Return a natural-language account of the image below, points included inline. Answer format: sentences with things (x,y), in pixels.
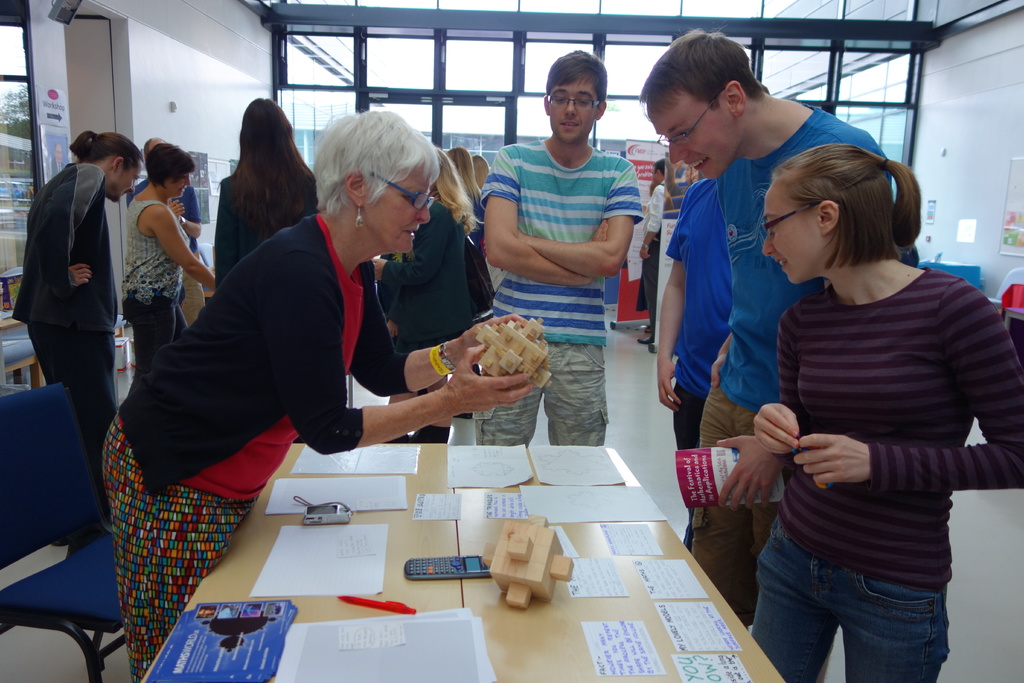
There are many people (580,242) standing. In front of picture there is a table (552,596). On the table (557,613) there are many papers (519,496), labels (607,637), calculator (489,574), pen (375,607), posters (233,632). To the left (237,352) there is a women (235,365) with black jacket (238,331) she is standing and holding wood (511,341) in her hand (508,382). And in the background (480,79) there are some glass door (449,109). to the left corner (92,87) there is a door (89,94).
